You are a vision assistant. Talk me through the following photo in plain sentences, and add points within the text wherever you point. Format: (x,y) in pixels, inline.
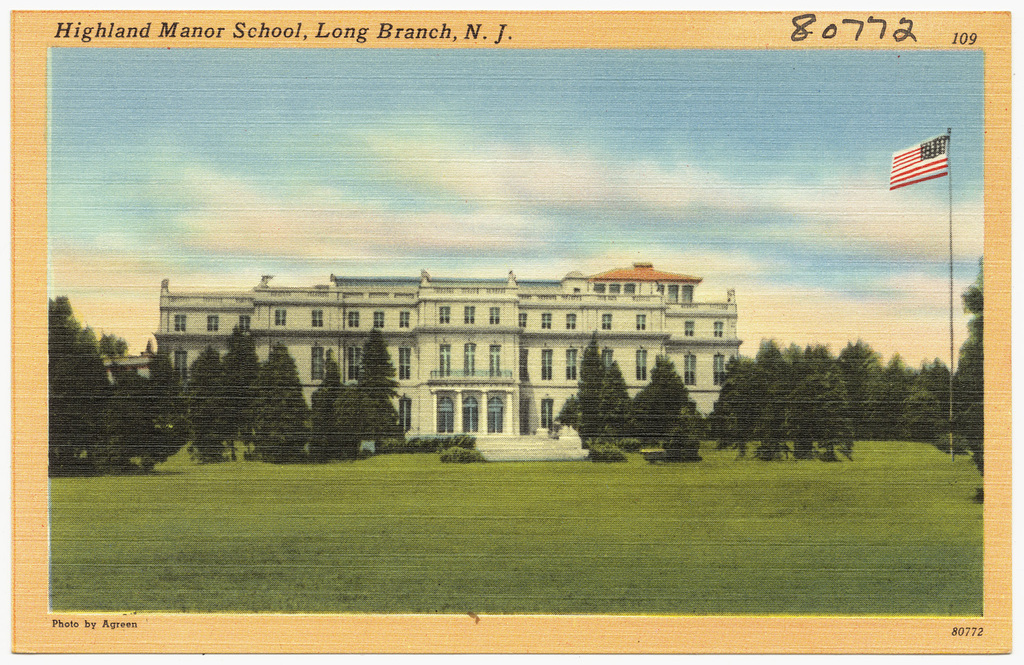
This is an edited picture. In this image there is a building (565,375) and there are trees (305,423) and there is a flag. At the top (539,119) there is sky (661,125) and there are clouds (483,215). At the top of the image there is a text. At the bottom of the image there is a text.
